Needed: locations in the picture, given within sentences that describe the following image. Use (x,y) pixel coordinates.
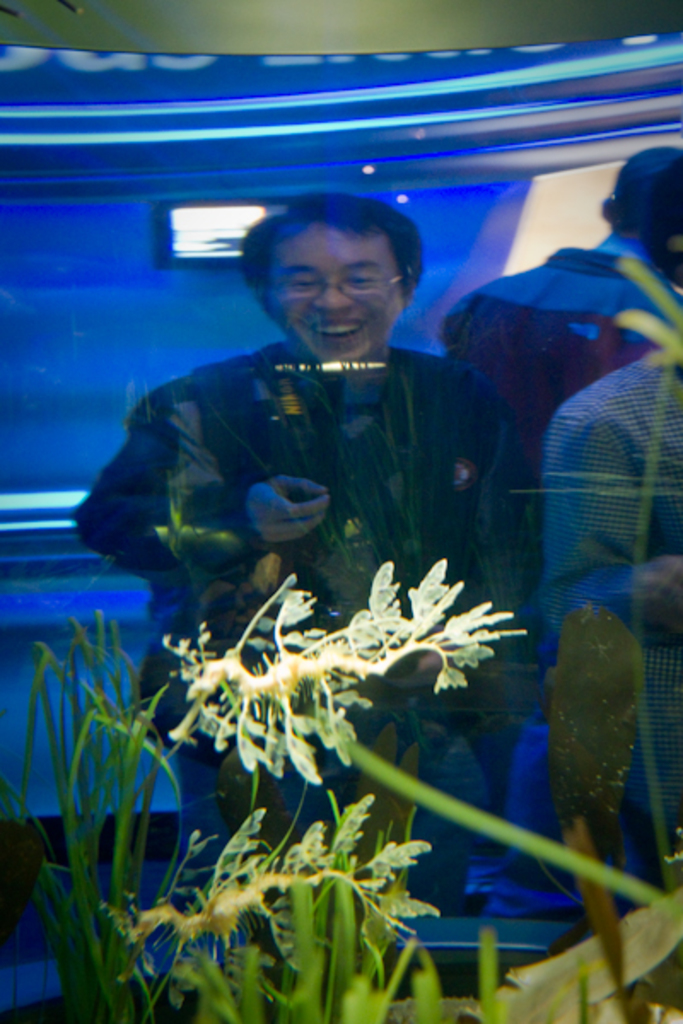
In this picture we can see plants (459,814), where we can see few people (470,792) and some objects (38,494).
